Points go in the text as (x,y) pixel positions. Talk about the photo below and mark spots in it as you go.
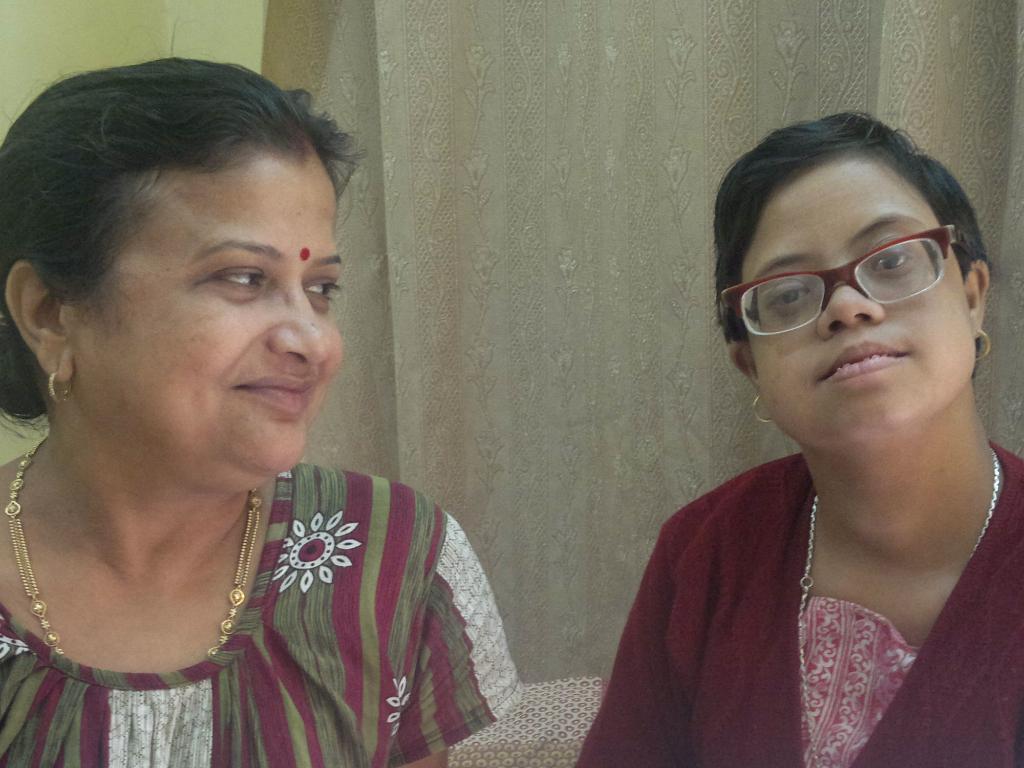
In this picture we can see two women (221,591) and in the background (588,615) we can see a wall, curtain (586,632).
